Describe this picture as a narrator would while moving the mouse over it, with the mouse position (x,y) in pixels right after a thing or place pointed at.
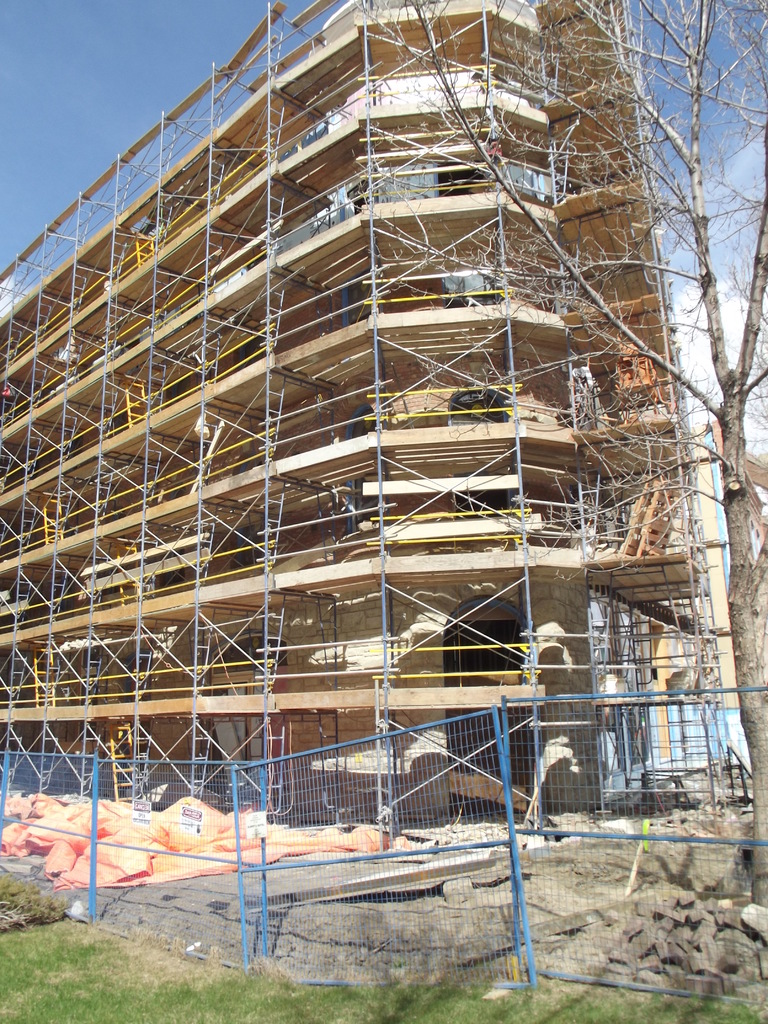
In this image I can see a building (302,567) which is under construction. On the right side (767,149) there is a tree (736,546). At the bottom (177,942) I can see some grass (128,993). I can see few bags (192,806). In the foreground (203,820) I can see a fencing (408,903).
